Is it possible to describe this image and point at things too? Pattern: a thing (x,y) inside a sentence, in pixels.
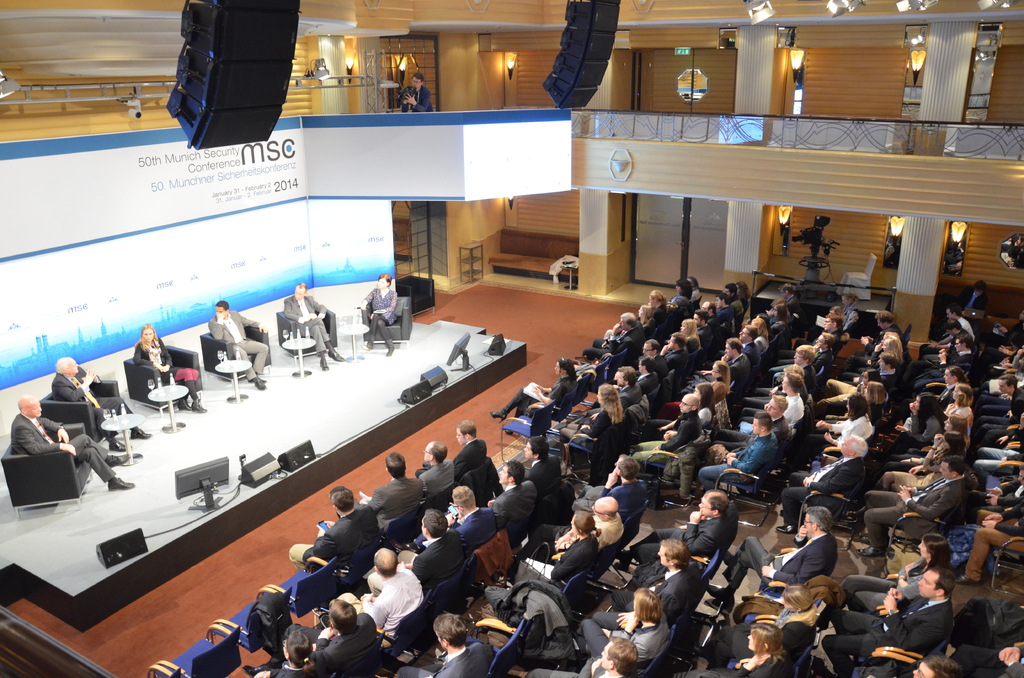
In the picture I can see a group of people (711,513) are sitting on the chairs (224,350). Here I can see white color tables (169,395) on which I can see some objects (359,316). On the stage (380,409) I can see some monitors (217,482) and other objects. Here I can see a man (426,94) standing in the balcony (426,111). Here I can see a video camera (815,237), steps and lights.
